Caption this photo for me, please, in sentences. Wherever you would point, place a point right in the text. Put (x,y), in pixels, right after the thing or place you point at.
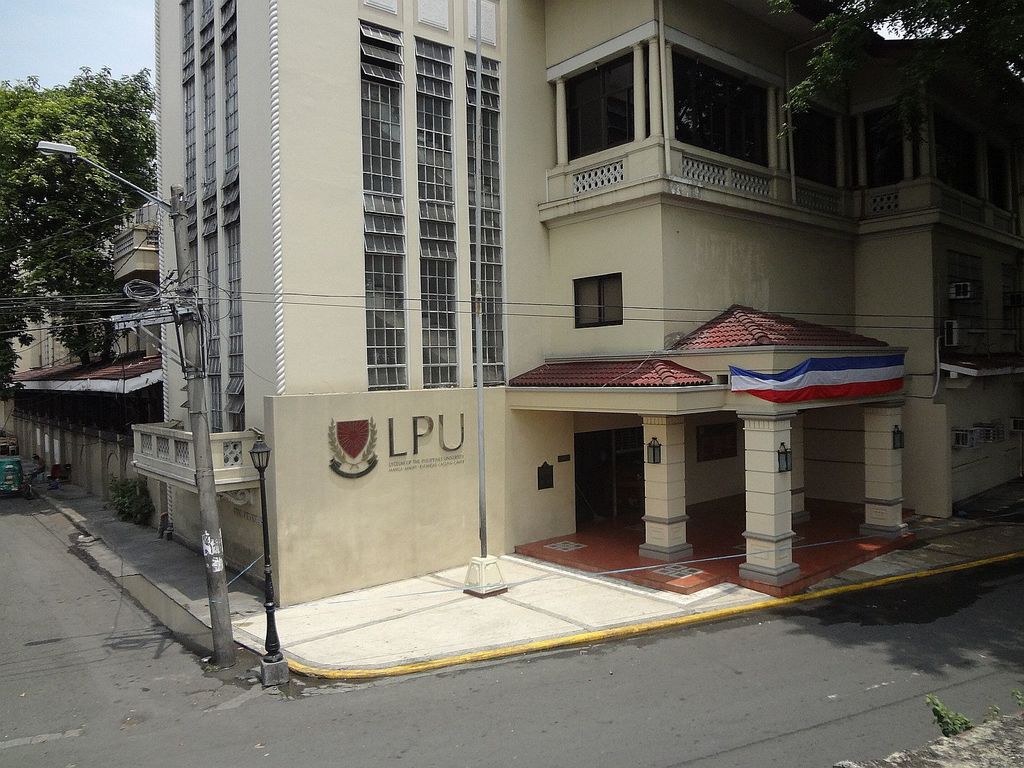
It is an university (514,301) and on the left side of the university (167,369) there is a light pole (226,648) and many wires (92,296) are attached to that pole (179,224), behind the pole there is a vehicle (0,489) beside the footpath (74,491) and a huge tree (35,210).
